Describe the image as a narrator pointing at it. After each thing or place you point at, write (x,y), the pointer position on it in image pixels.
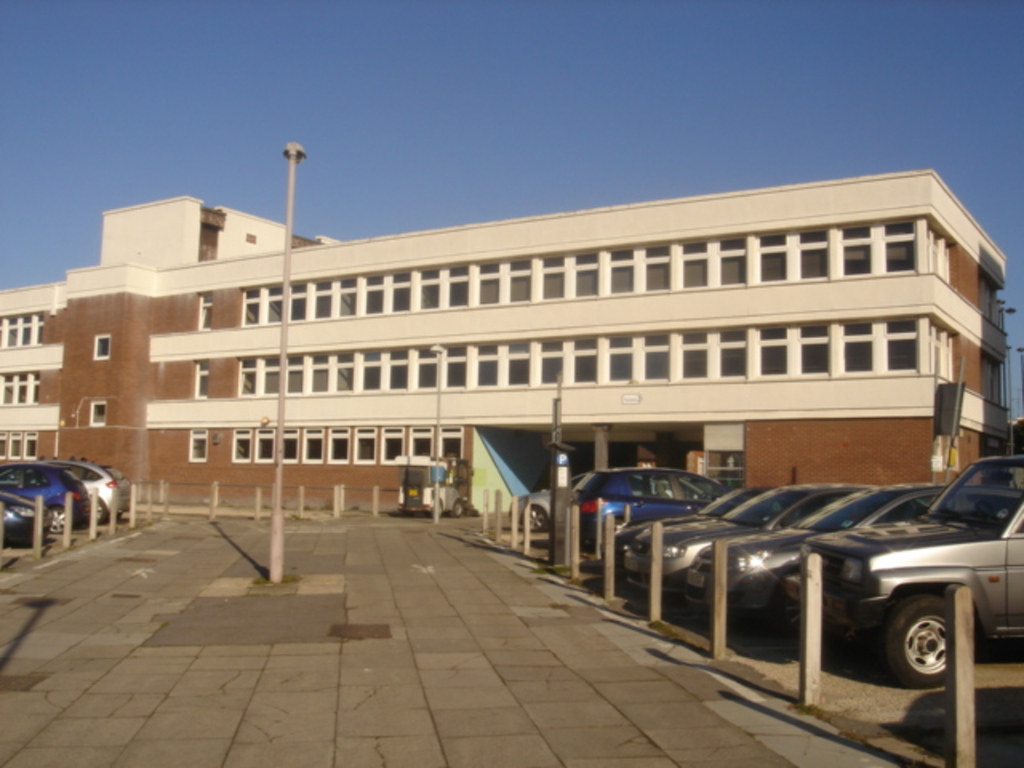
In this image, there is a building (368,400) which colored white and brown. There is a pole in the middle of the image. There are some cars (741,513) on the right side of the image (988,516). There is a sky (526,81) at the top of the image (469,40).
